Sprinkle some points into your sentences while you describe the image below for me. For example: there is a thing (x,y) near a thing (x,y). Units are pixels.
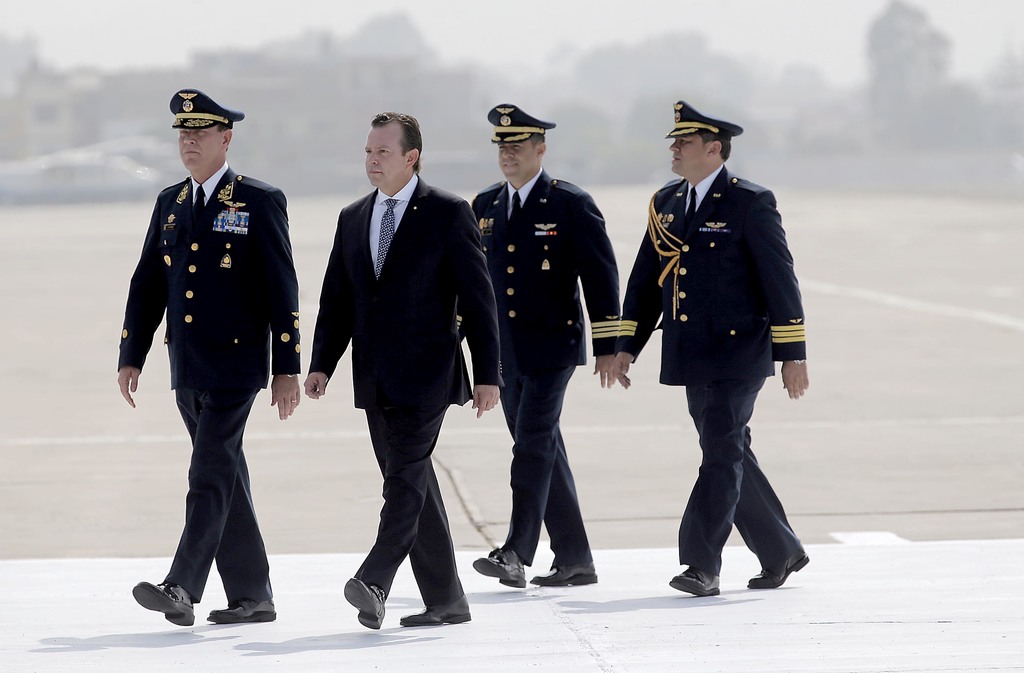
In this image, we can see four persons (750,436) are walking on the path (647,626). Background (991,240) there is a blur view.
